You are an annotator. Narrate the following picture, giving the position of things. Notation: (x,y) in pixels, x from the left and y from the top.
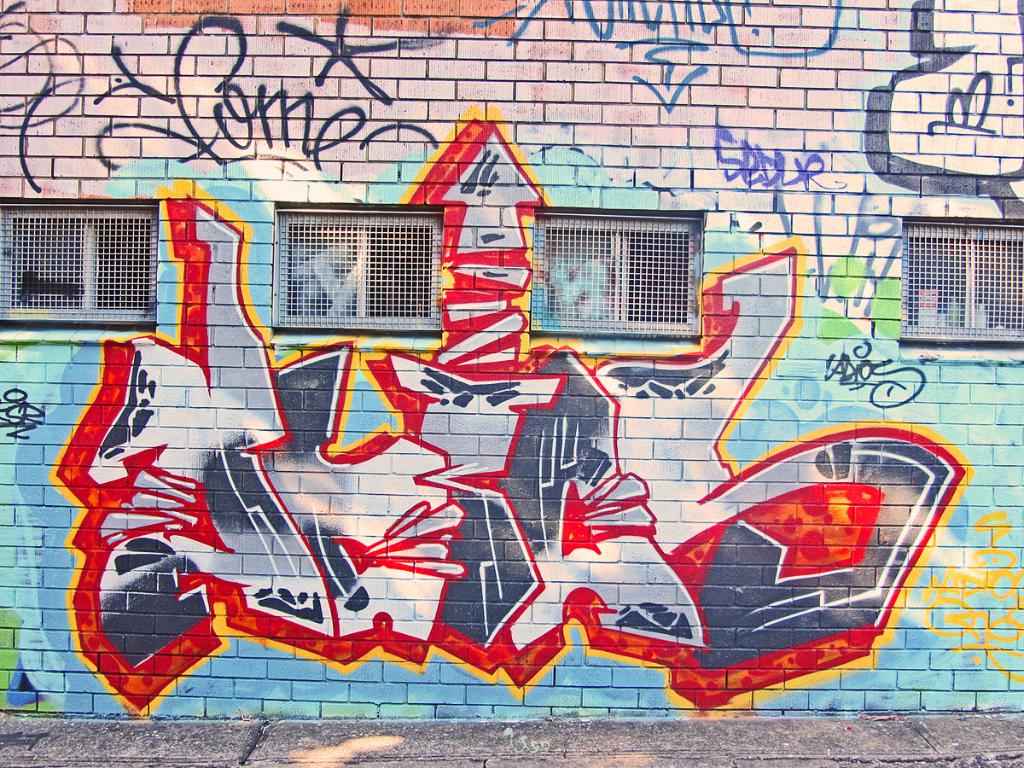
In the center of the image (487,448) we can see graffiti (457,434) to the wall (317,404) and also we can see windows (638,318). At the bottom of the image (564,744) there is a ground (551,720).
